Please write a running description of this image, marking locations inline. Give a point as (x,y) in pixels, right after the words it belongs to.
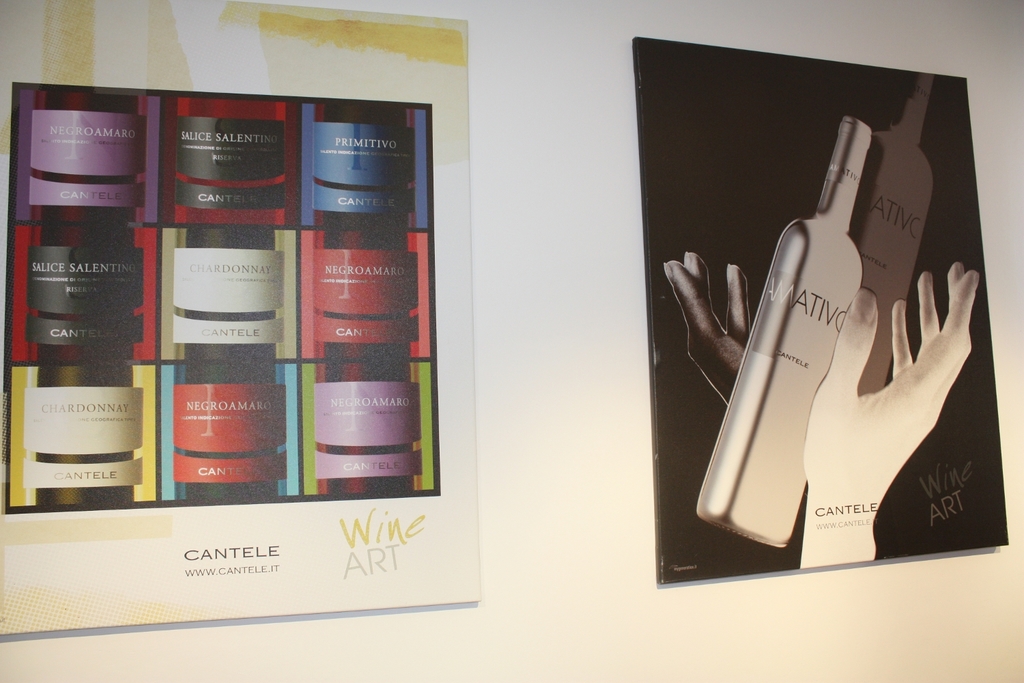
There is a wall (513,286). On the wall (491,470) there are photo frames (424,369). On the right side (848,299) there is a photo frame (848,299). On that photo frame (819,324) we can see bottles (809,275) and hands (718,335) of a person (820,427).
